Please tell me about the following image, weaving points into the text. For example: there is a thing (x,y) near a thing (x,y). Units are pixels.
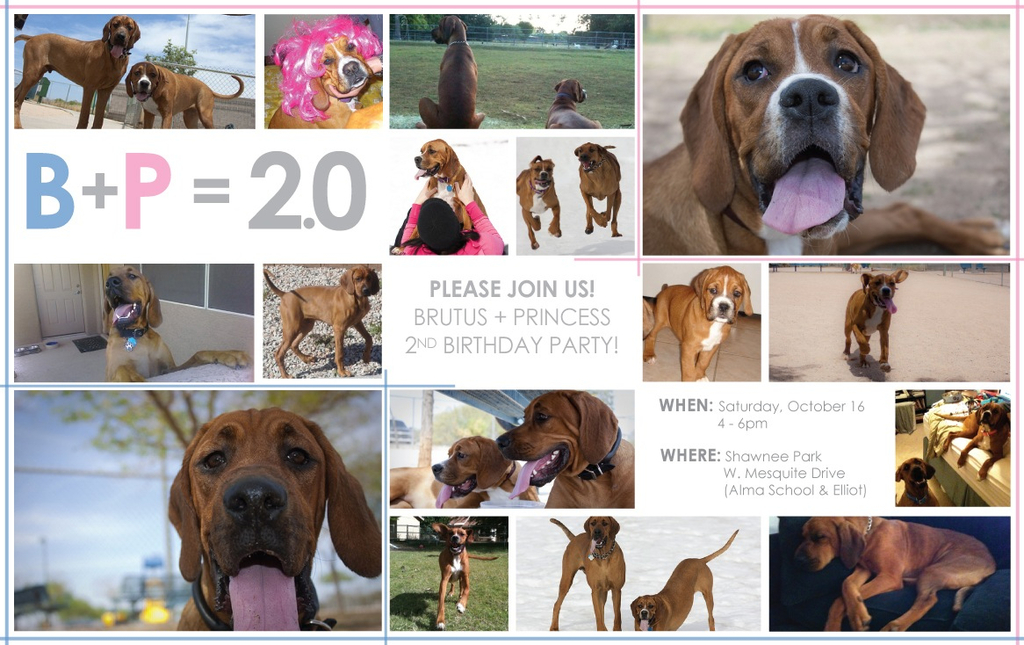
In this image it looks like a poster (648,333) in which there are so many images of the dogs (308,471). In the middle (486,326) there is some text (528,336), and there are collage of dog images (833,345) around it.
